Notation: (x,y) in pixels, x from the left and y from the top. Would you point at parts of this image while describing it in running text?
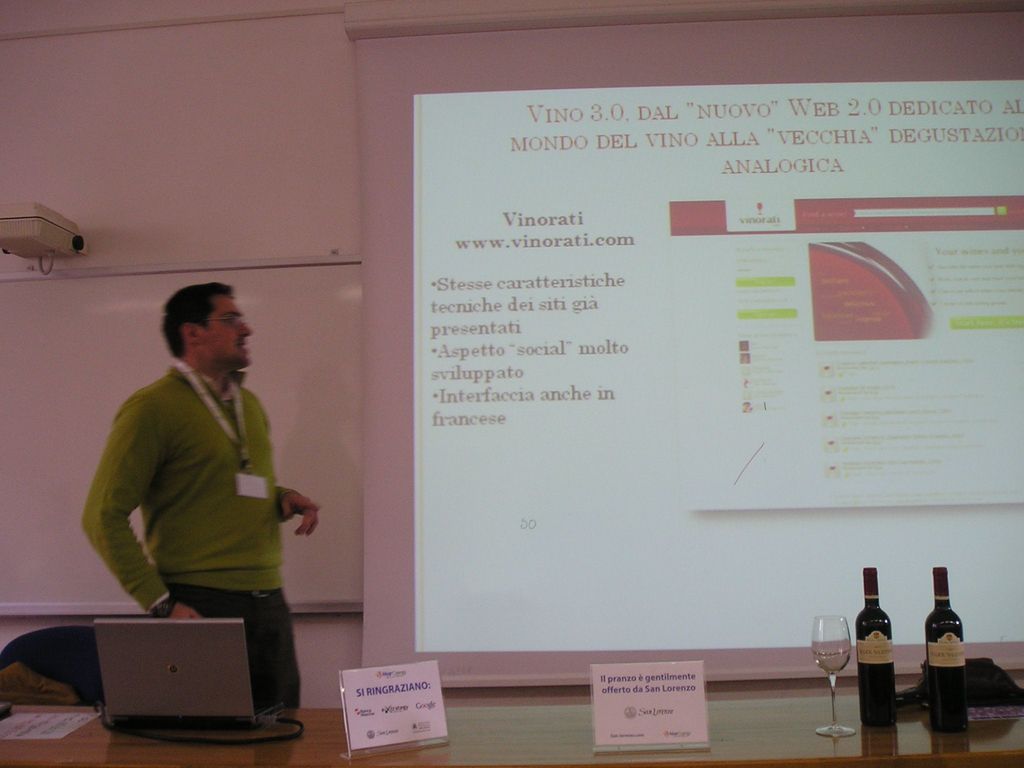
In this picture there is a man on the left side of the image (260,680), there are bottles (863,685) and a laptop (236,709) on the table (714,702) at the bottom side of the image (123,697) and there is a projector screen (517,171) in the background area of the image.
